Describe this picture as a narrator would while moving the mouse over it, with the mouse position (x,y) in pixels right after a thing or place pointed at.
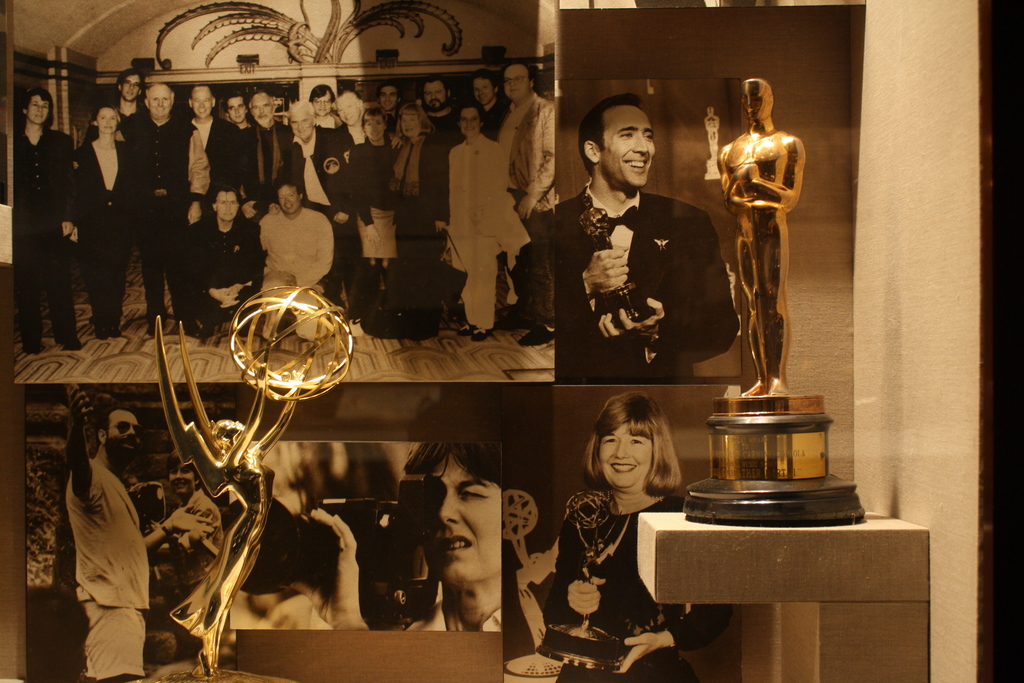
In the foreground of the image (790,310) we can see two trophies (240,553) placed on stands (701,569). In the background (578,627), we can see a group of photos (615,515) pasted on the wall (806,341).
